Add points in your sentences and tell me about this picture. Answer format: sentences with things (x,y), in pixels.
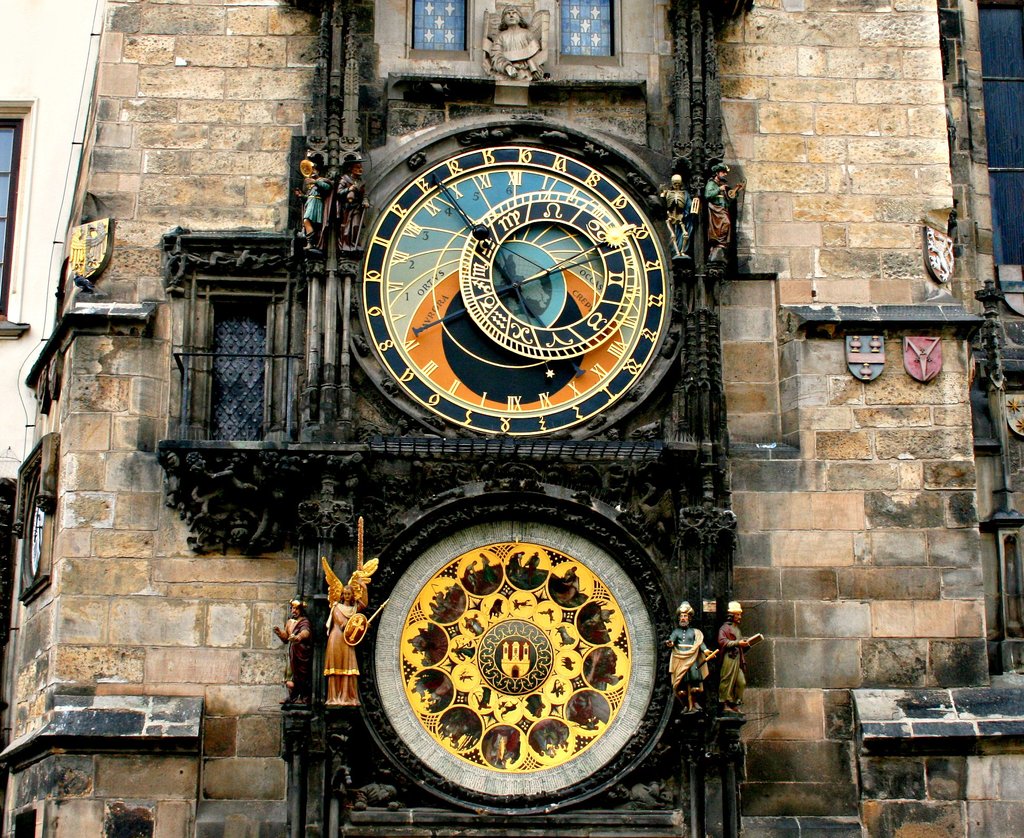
It is a zoomed in picture of a building (167,282) and on the building (730,272) we can see the clock (539,237) and also the depictions (727,655) of humans (679,662).
